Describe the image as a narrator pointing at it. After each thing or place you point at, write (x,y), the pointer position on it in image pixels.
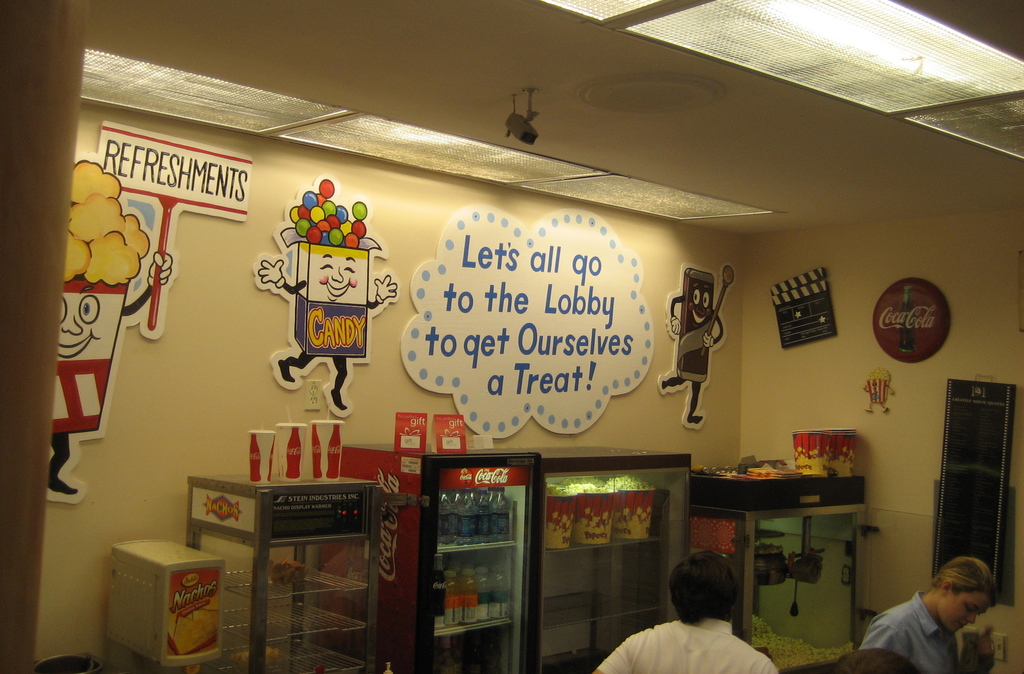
In this image we can see some boards (617,254) and stickers (620,252) on a wall (628,237) with some text (556,306) on them. We can also see some containers (526,579) containing some bottles (479,533) and some food (651,512) inside them and a machine (809,533). On the bottom of the image (992,663) we can see some people (878,647). On the top of the image (673,174) we can see some ceiling lights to a roof (591,164).
